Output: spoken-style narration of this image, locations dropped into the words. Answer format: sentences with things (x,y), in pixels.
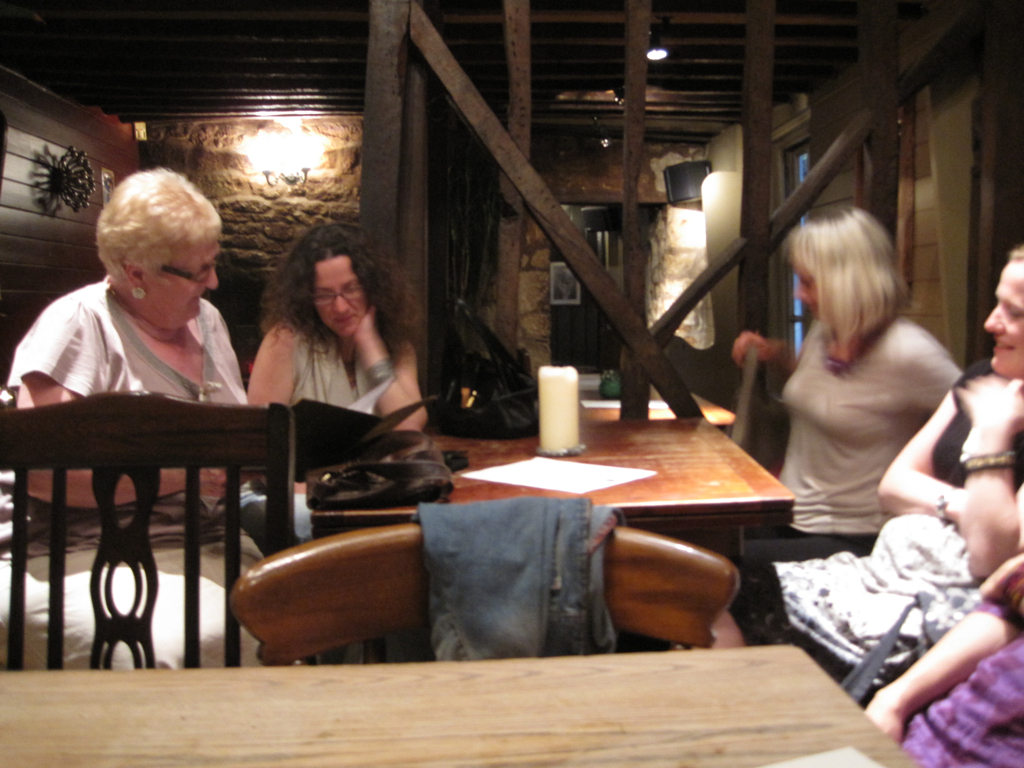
In this image I can see few women (851,306) are sitting on chairs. I can also see two of them are wearing specs (327,298). Here on this table (675,457) I can see a candle (542,438) and few bags (419,482). I can also see few more chairs (239,596) and a table (413,720).
